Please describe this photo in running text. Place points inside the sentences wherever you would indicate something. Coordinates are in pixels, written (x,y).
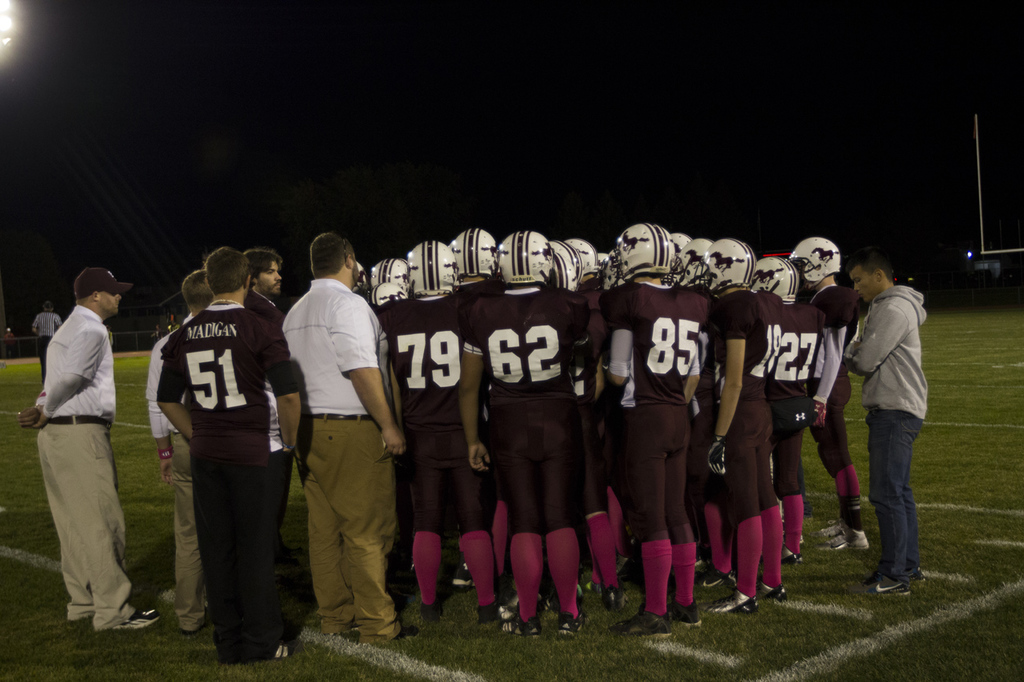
In this image we can see a group of people (508,413) standing on the ground (807,533), light (10,24) at the top (1,35) and dark background (538,143).
